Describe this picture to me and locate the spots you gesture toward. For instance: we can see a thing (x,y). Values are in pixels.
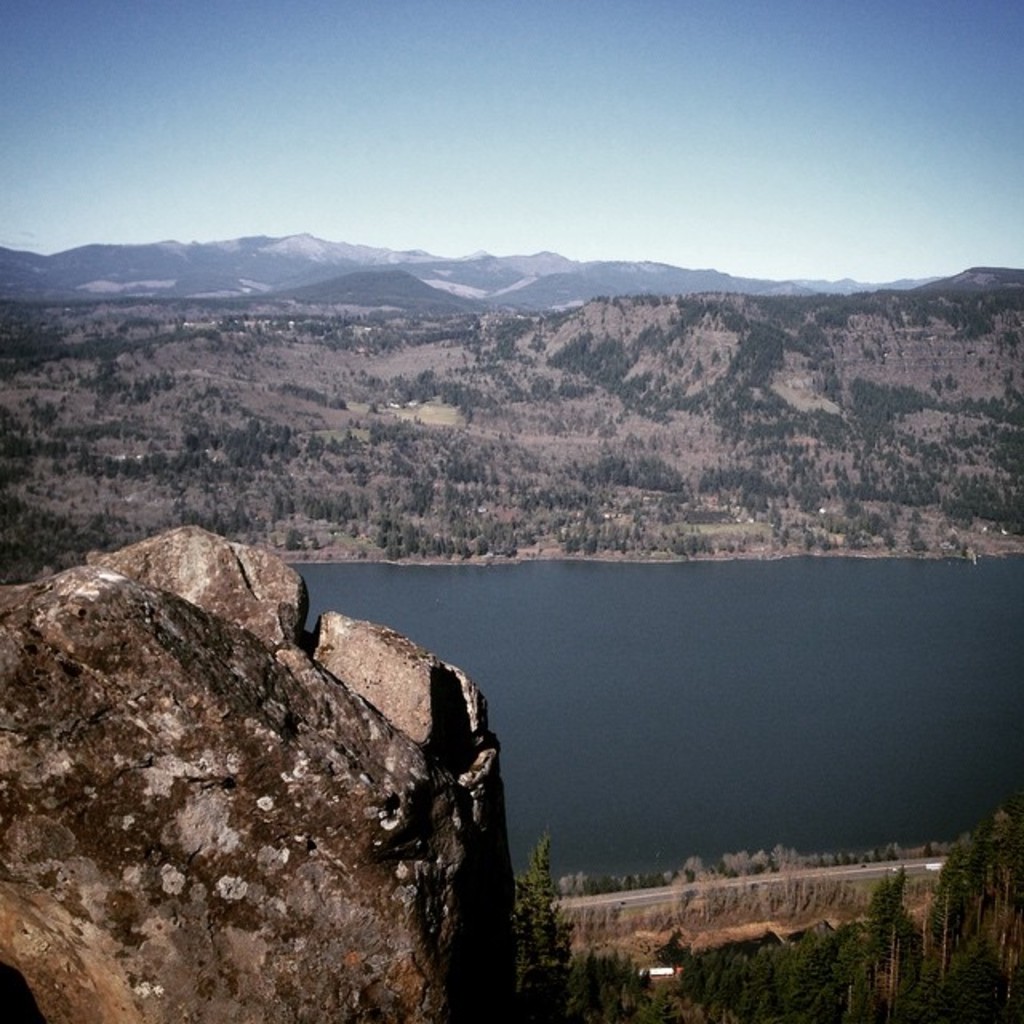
In the image I can see a hill (342,945), water (663,618) and some mountains (589,366) on which there are some trees (516,430) and plants (96,448).
